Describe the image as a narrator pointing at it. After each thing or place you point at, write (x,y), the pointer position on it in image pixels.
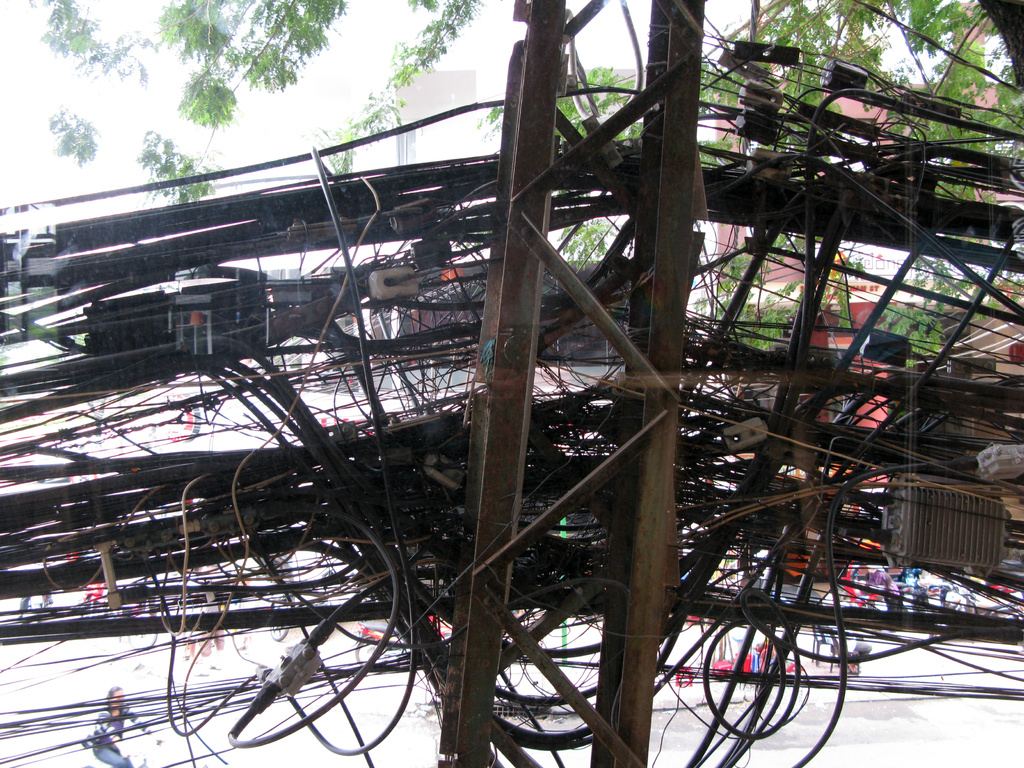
In this picture I can see cables (361,372) and devices (253,516) to a pole (492,507), there are people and vehicles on the road (915,727), and in the background (73,36) there are trees (1016,289).
